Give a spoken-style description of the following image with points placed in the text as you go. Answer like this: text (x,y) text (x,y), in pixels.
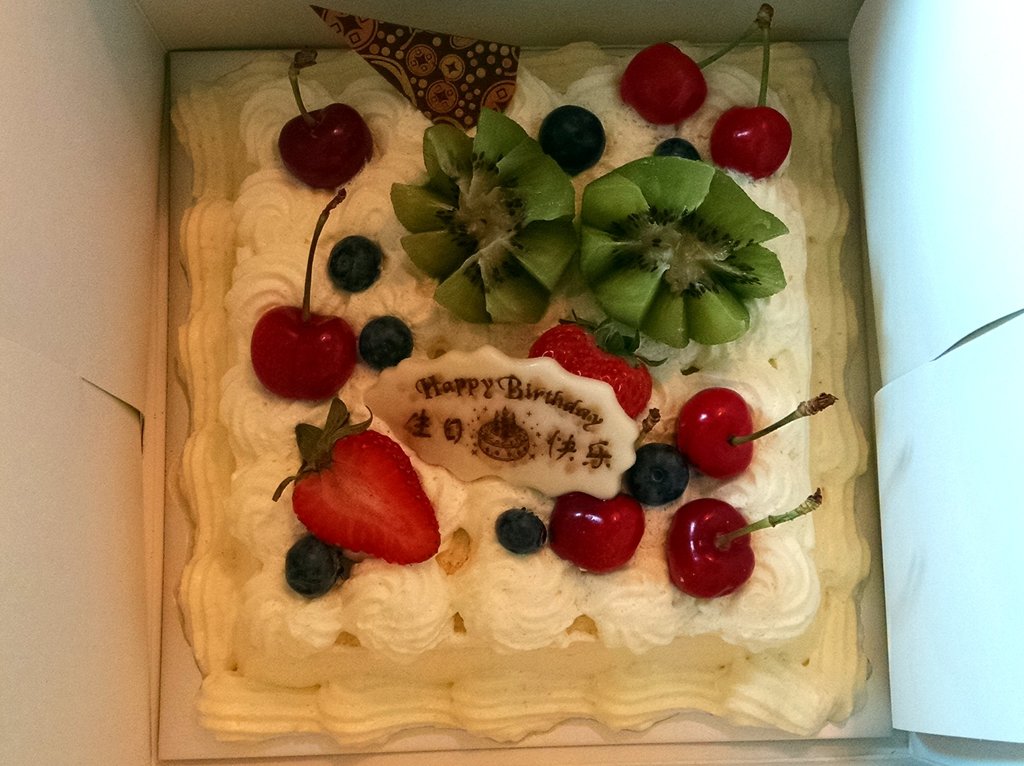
In this image I see a white box (76,13) in which there is a cake (213,290) on which there are cherries (778,123) and strawberries (594,340) and other things (563,231) which are of green and black in color and I see 2 words (470,389) written over here.
